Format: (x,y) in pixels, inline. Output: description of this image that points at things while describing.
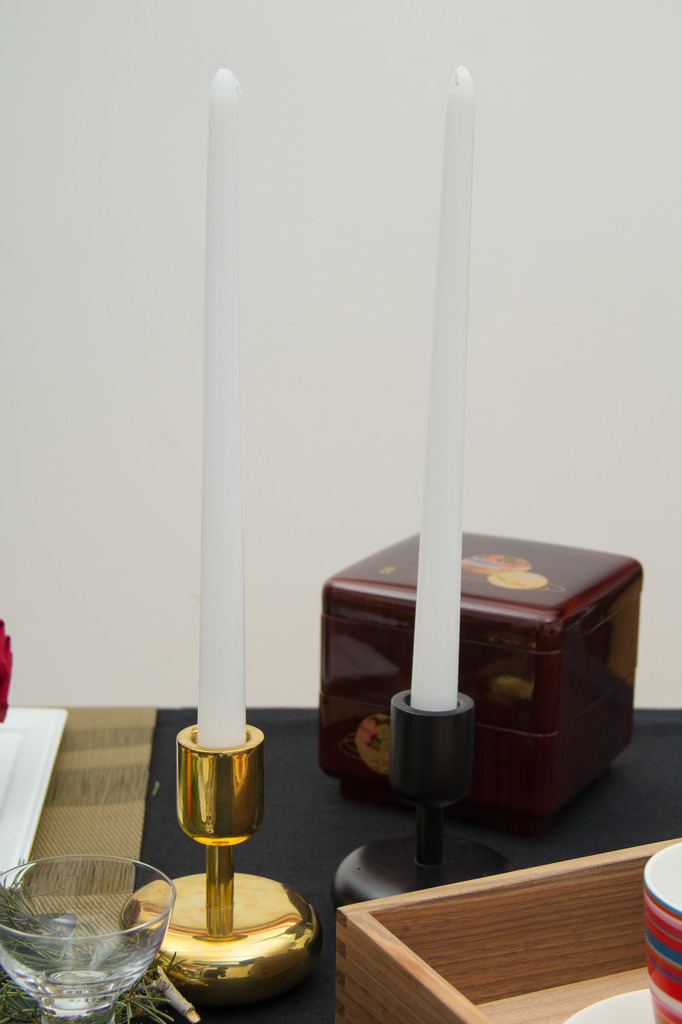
In the center of the image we can see one table (640,842). On the table (635,842), we can see one box (538,680), basket (528,937), cup (674,999), plate (628,1018), glass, stands (218,998), candles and few other objects (95,767). In the background (370,415) there is a wall (380,250).
